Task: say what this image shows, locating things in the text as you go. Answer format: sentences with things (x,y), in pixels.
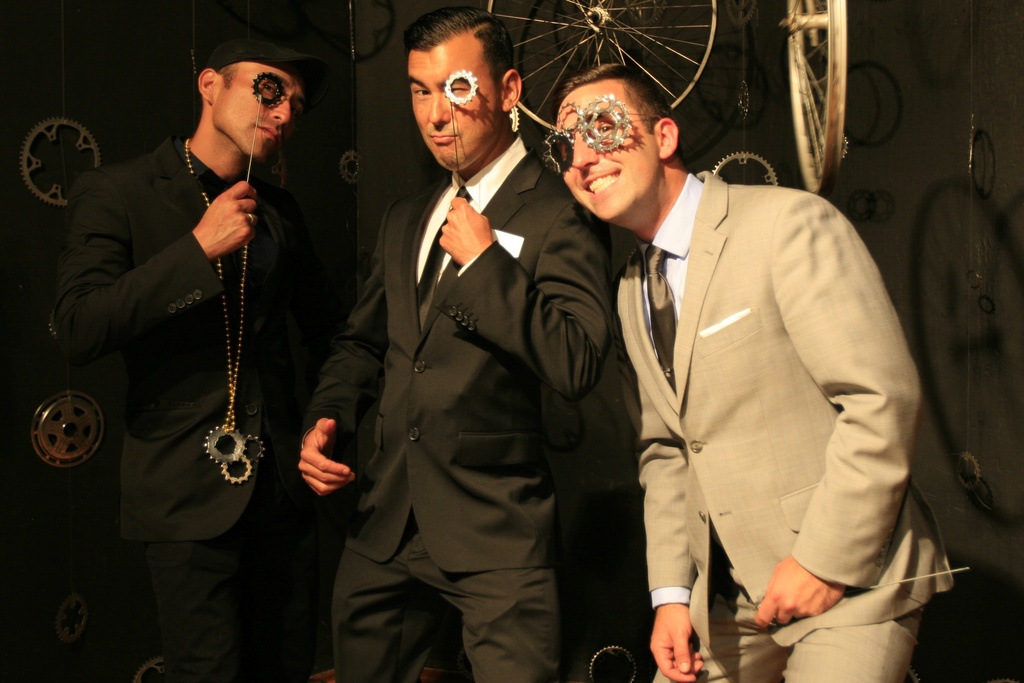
In front of the picture, we see three people (519,380) standing. The man (682,432) on the right side (786,360) wearing blue shirt (682,282) and a blazer (715,384) is smiling. Behind them, we see the wheels (793,51) of the bicycle (700,72). In the background (173,117), it is black in color. This picture, might be clicked in the garage (16,266).
